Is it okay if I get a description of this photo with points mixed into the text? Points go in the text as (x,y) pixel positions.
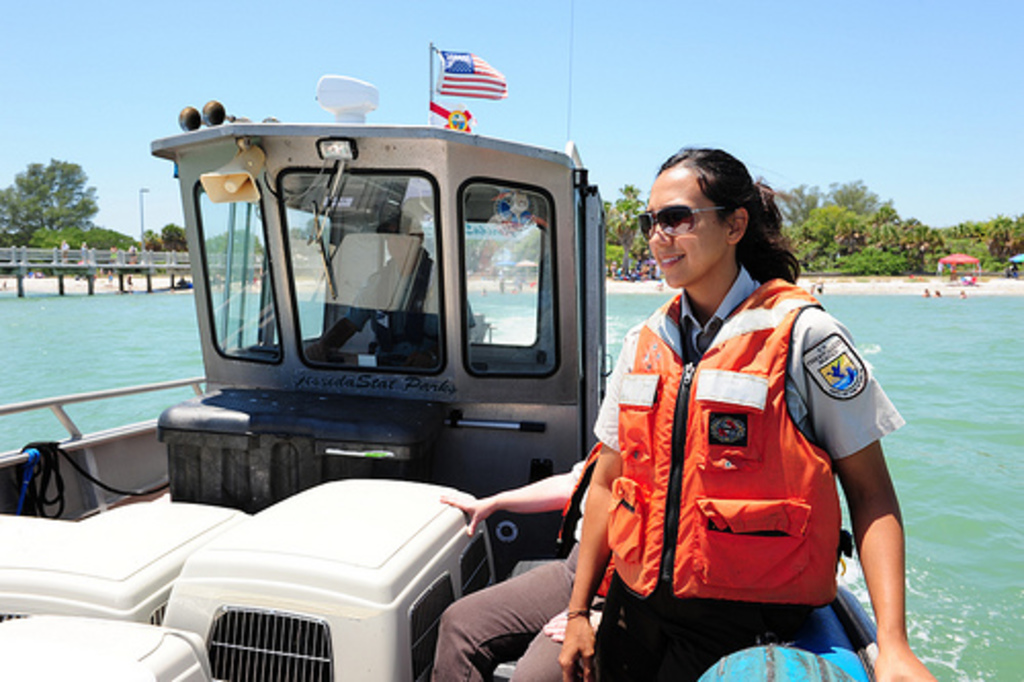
In this image I see a boat (407,280) and I see few white color containers (215,583) and I see 3 persons (874,430) and I see that this woman (703,316) is smiling. In the background (89,267) I see the water (956,368), a bridge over here and I see few people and I see the trees (936,236) and the sky (723,8) and I see the flag (446,75) over here.
